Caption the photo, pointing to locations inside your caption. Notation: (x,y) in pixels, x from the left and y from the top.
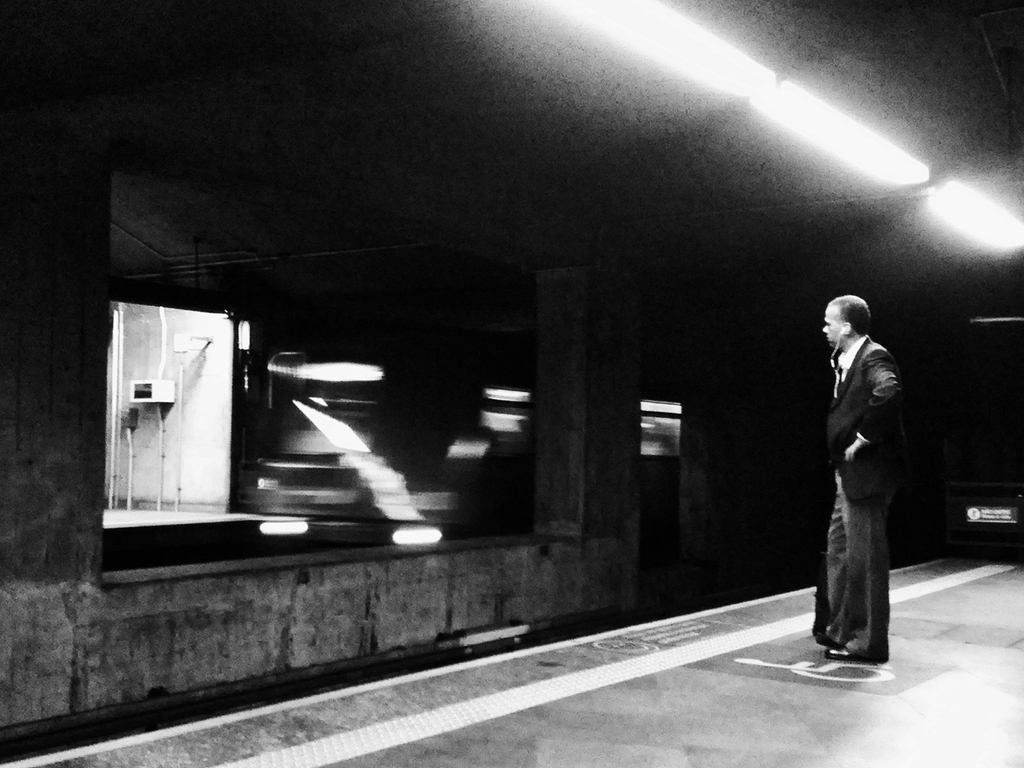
This is a black and white image. In this image, on the right side (835,520), we can see a person (858,632) standing on the land (869,717). On the left side (131,391), we can see some electronic instruments (129,408). In the background (826,379), we can see a black color. At the top (651,116), we can see a roof (676,188) with few lights (720,79).
